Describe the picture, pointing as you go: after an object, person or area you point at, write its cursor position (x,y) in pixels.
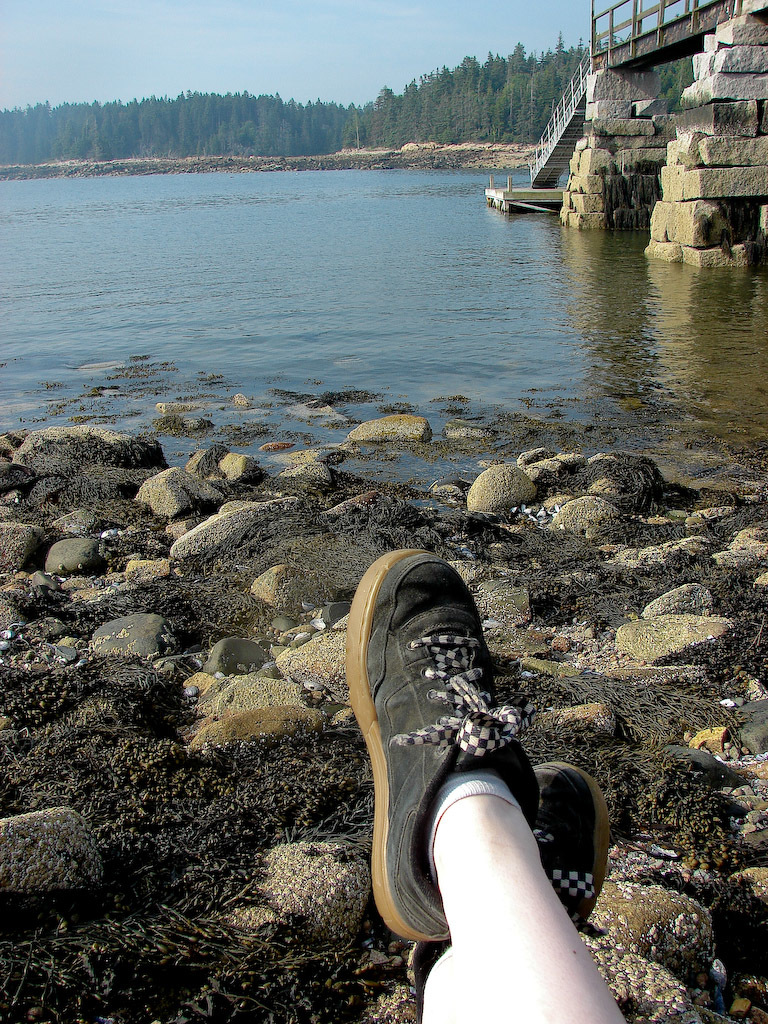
In this image I can see a person legs (500,976) and black shoes (452,709). I can see few stones (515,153), stairs (543,165), bridge (675,48), water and trees (259,121). The sky (307,77) is in blue color.
